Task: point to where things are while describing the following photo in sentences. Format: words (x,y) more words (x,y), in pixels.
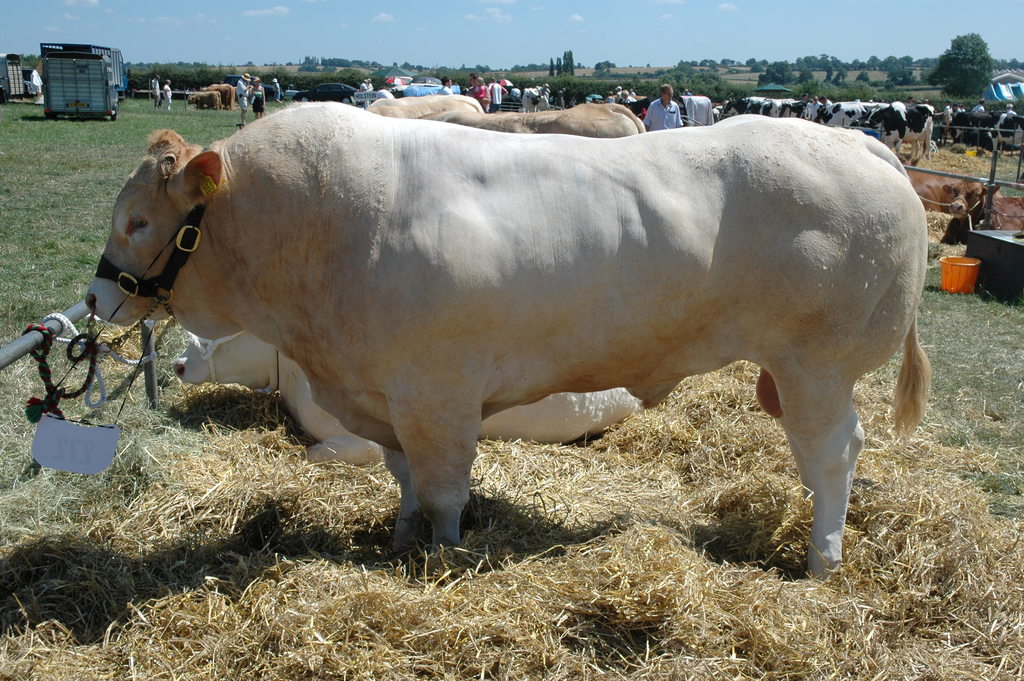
In this picture we can see there are animals (534,170), people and vehicles (329,87) on the grass (122,161). On the left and right side of the animals (232,279) there are iron grilles (60,334). Behind the animals (385,119) there are trees (317,76) and the sky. On the grass (268,106) there is an orange color bucket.
